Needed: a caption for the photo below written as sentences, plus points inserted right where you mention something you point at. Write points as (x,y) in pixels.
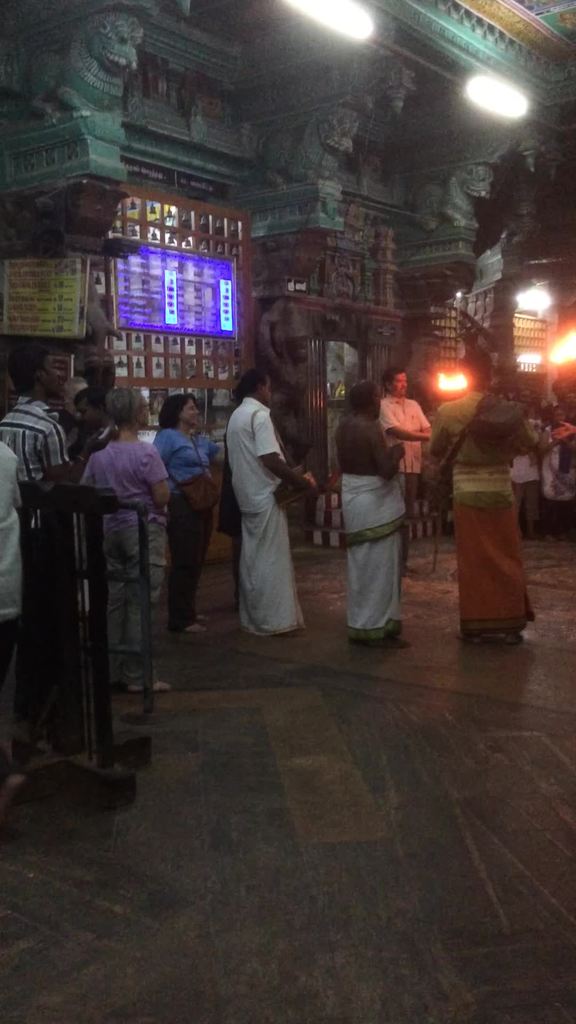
In this image I can see a group of people (390,553) are standing on the floor (309,588) and a fence (102,646). In the background (472,284) I can see a wall (361,298), boards (227,286), lights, lamps (559,359) and sculptures (466,196) on a wall (361,204). This image is taken may be in a temple (493,336) during night.
